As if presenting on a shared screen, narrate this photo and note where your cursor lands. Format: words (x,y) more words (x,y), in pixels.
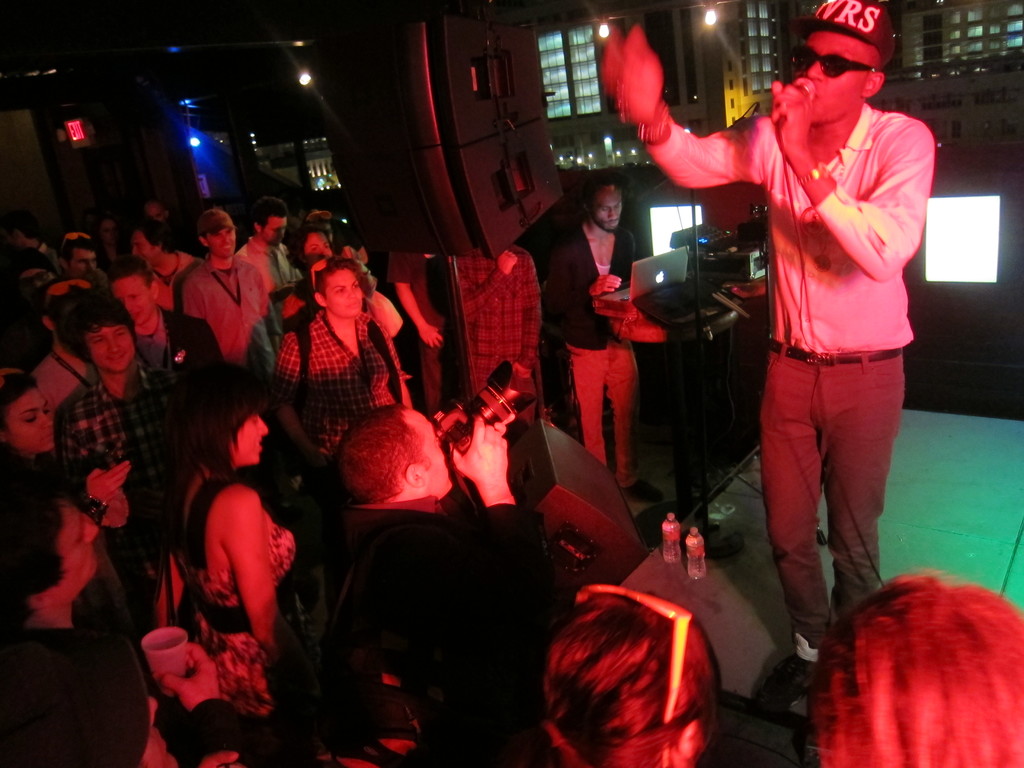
In this image a person (860,447) is standing on the stage (825,502). He is holding a mike (811,85) in his hand (796,131). He is wearing goggles (817,57) and cap (856,23). Before him there is a person (441,588) holding camera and he is carrying a bag (431,691). A person (613,364) is standing near the table (680,310) having a laptop (651,292) and few objects (727,260) on it. Beside him there is a sound speaker (446,228) attached to the stand (457,276). Few persons (295,606) are standing on the floor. A person (192,677) is holding a glass (169,653). Background (922,104) there are few buildings (996,69).
